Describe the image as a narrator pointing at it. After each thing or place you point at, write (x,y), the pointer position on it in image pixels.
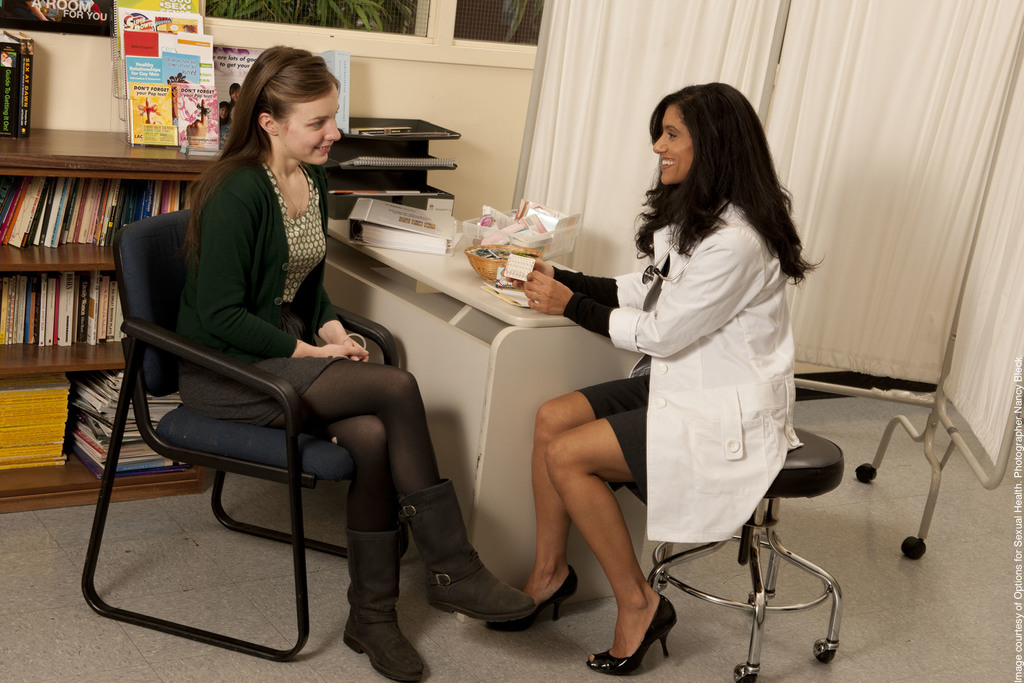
This is a picture of a woman (425,539) sitting in chair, another woman (506,625) sitting in chair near the table (510,482) and the background there are books (23,198) in the racks (70,150) and a curtain (794,27), and some plants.
